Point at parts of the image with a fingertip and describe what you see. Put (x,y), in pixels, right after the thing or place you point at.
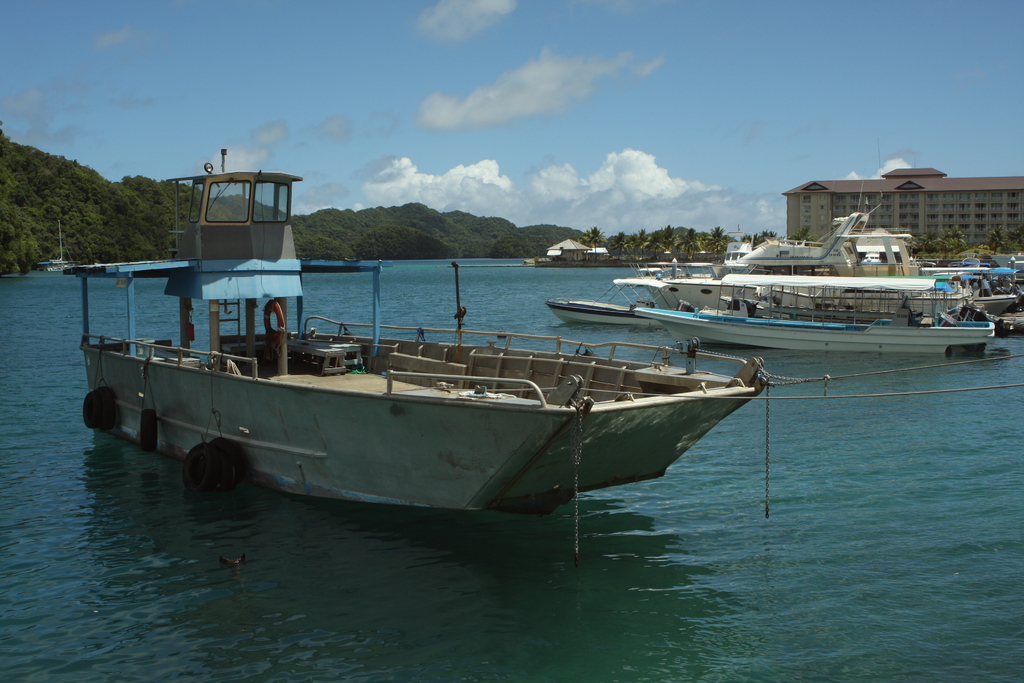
In this image I can see fleets of boats (519,488) in the water (839,446). In the background (553,245) I can see trees (704,234), mountains (564,235), buildings (801,203), fence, house (568,252) and the sky (546,111). This image is taken may be during a day.
